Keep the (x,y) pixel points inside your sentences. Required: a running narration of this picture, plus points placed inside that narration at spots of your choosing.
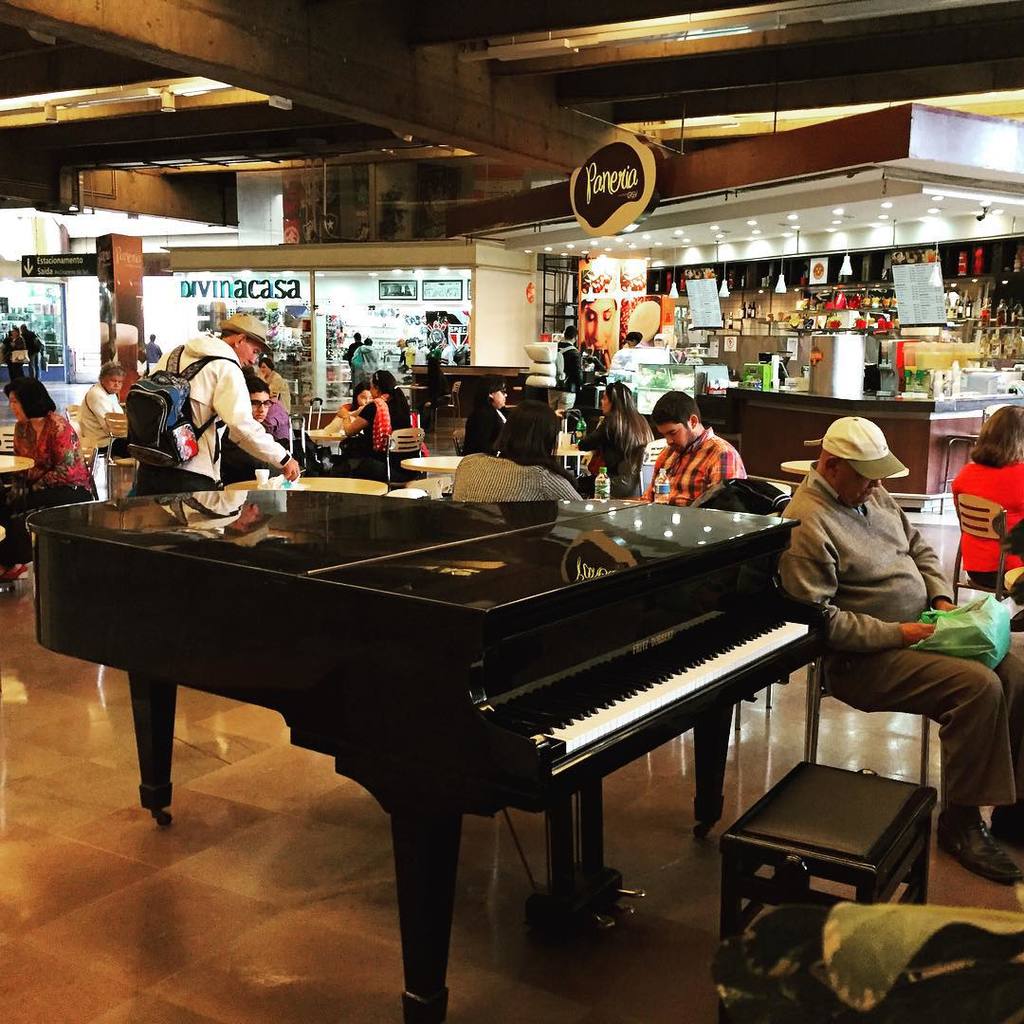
In this image I can see few people (849,596) are sitting on the chairs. In the background (294,281) I can see some stalls (646,297). In the middle of the image (522,655) there is a piano (522,757). On the right bottom of the side there is a small stool (796,863).
